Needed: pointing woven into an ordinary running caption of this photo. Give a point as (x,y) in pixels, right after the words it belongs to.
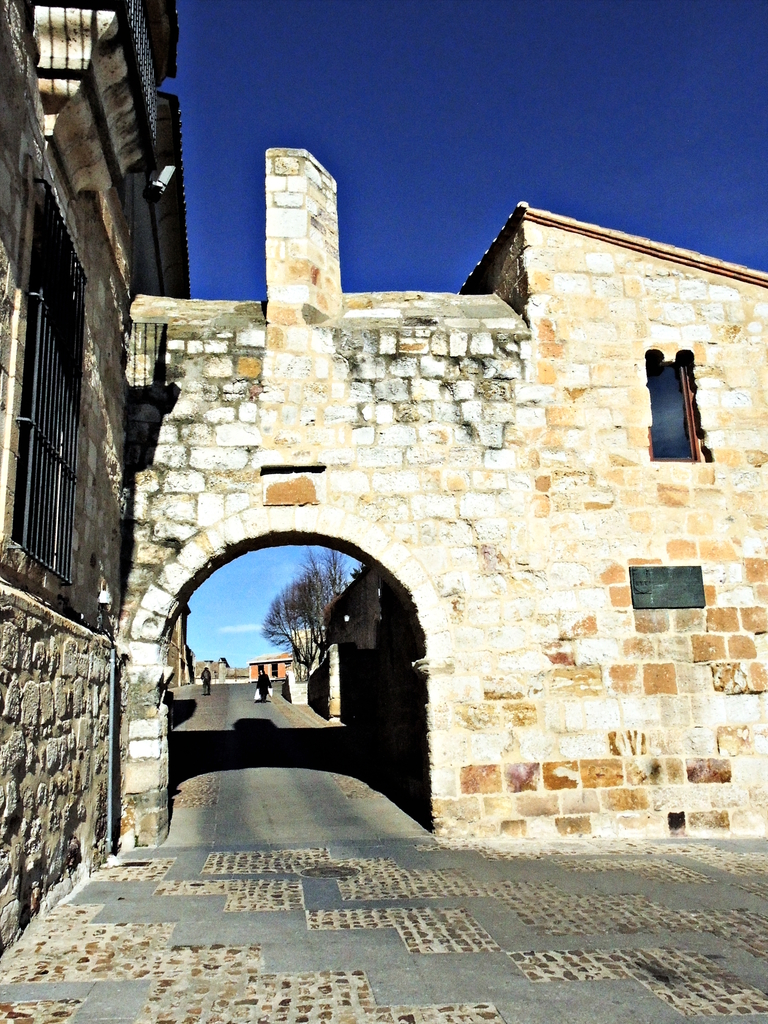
In this image, we can see a building (113,461) and there is a pole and some trees (293,605) and sheds (274,663) and there are some people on the road (253,868). At the top (446,145), there is sky (529,131).
